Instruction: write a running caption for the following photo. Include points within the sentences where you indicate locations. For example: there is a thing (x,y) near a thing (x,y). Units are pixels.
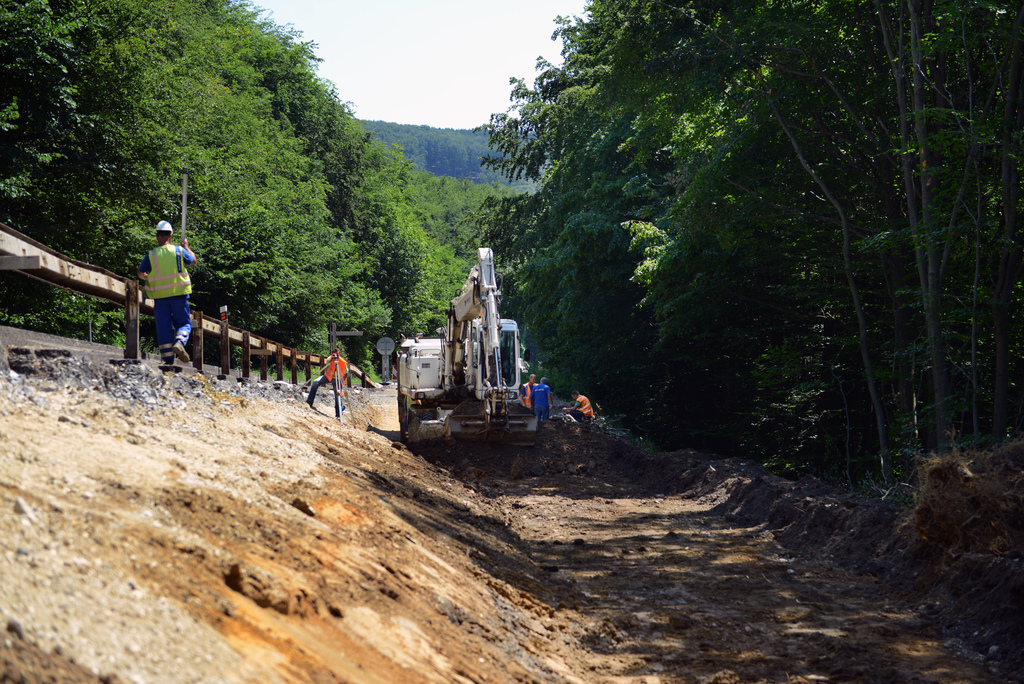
In the center of the image (488,359) we can see a crane (488,359) and there are people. On the left (133,325) there is a fence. In the background (294,210) there are trees (554,223) and sky (528,65).
